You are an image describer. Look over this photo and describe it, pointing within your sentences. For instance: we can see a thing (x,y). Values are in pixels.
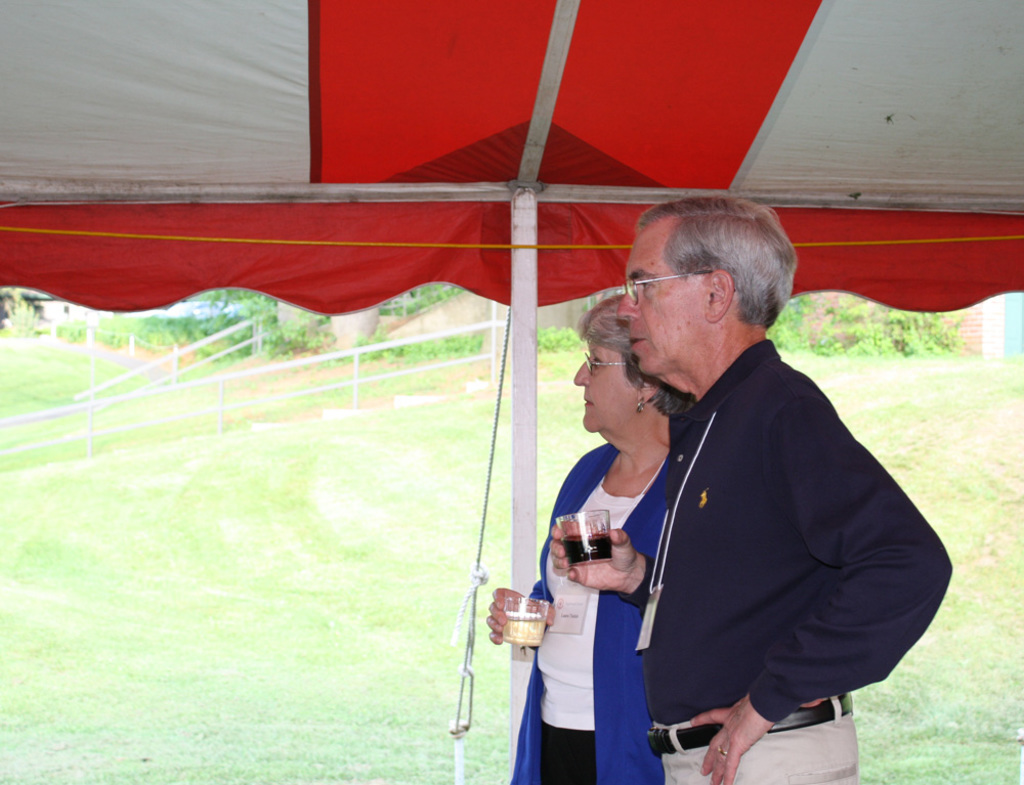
In this image I can see a person (763,573) wearing black shirt (752,542) and cream pant (804,751) and a woman (615,699) wearing blue jacket (599,671) are standing and holding glasses (583,559) in their hands (612,557). I can see a tent (462,116) and white colored pole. In the background (399,553) I can see some grass (289,443), the white railing (238,371) and few trees (186,326).
